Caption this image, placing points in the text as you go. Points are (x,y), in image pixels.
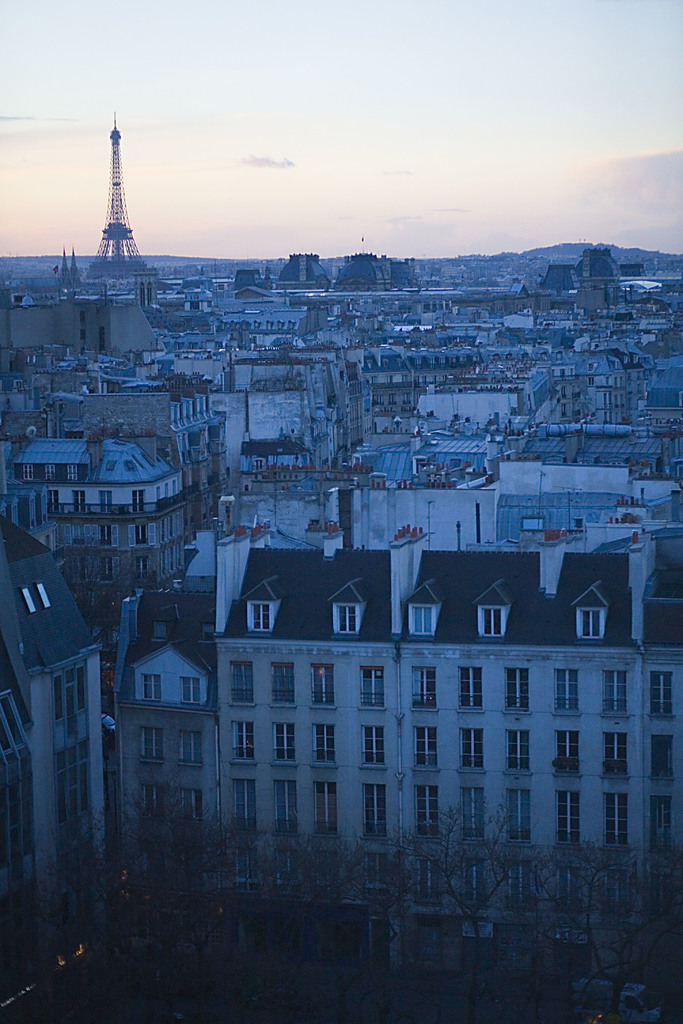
In this picture we can see trees (246,943), buildings (176,791), vehicle (651,1018) and tower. In the background of the image (368,211) we can see the sky (451,177).
